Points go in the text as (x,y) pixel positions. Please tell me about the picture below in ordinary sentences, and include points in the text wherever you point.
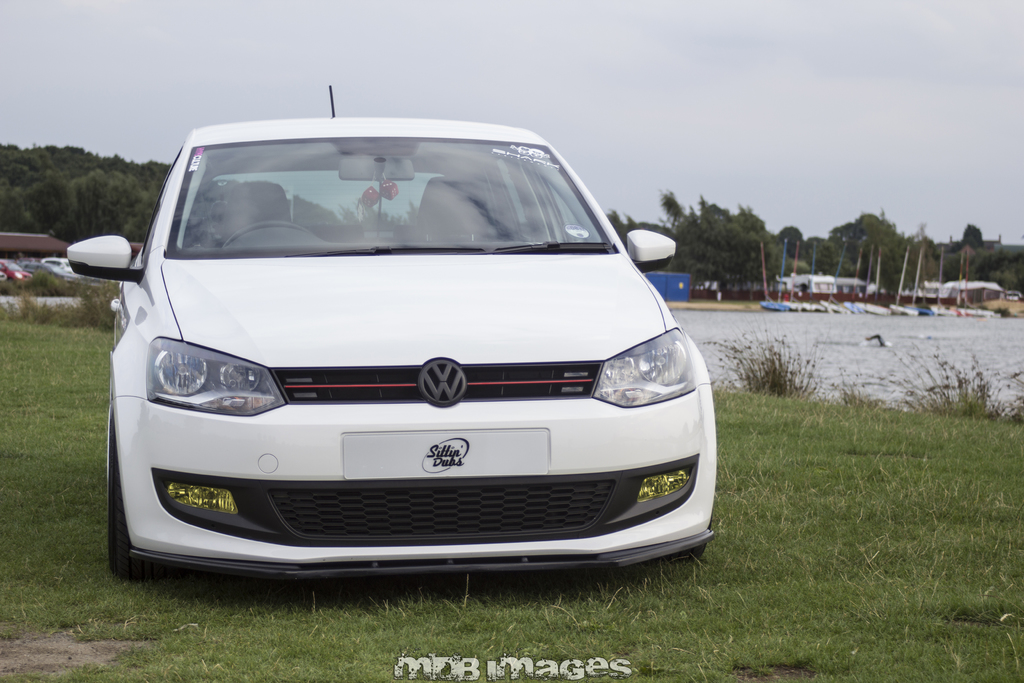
This image consists of a car (418,420) in white color. At the bottom (591,642), there is green grass (797,579). To the right (873,352), there is water (873,352). In the background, there are many trees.
